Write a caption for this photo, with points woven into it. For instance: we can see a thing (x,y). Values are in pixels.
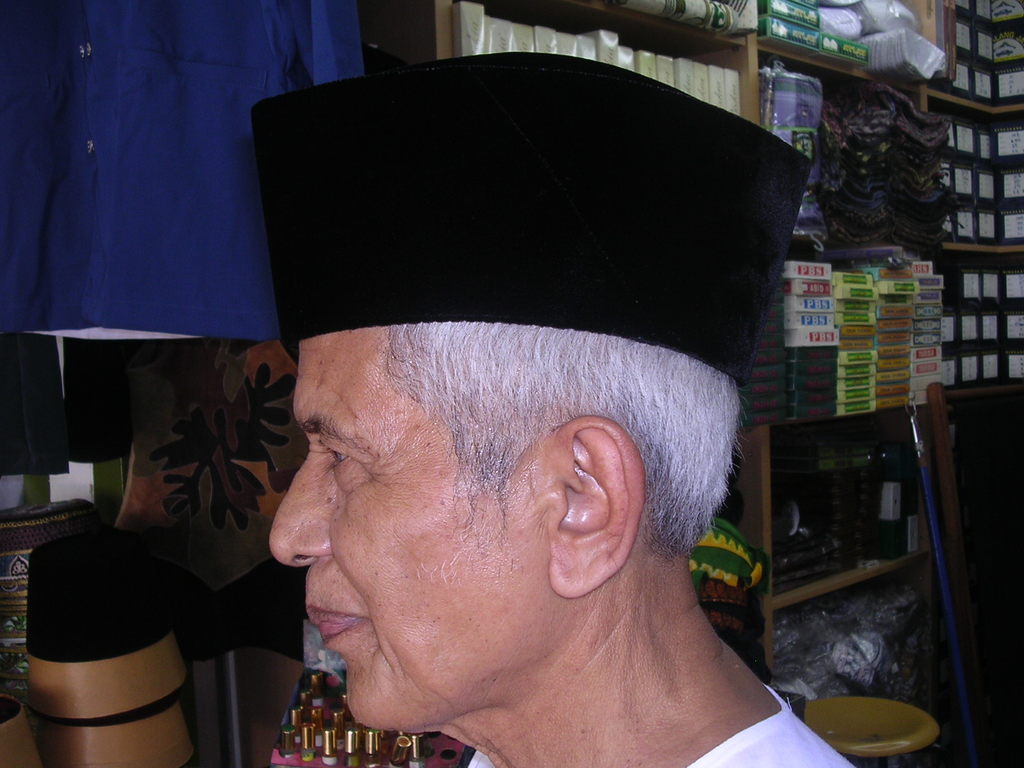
In this image I can see a person (607,556) wearing white colored dress (747,730) and black colored hat (564,214). In the background (152,161) I can see the blue colored cloth (131,163), few racks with few boxes (850,300) and few objects (865,562) in it, a blue colored rod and few other objects (323,690).
